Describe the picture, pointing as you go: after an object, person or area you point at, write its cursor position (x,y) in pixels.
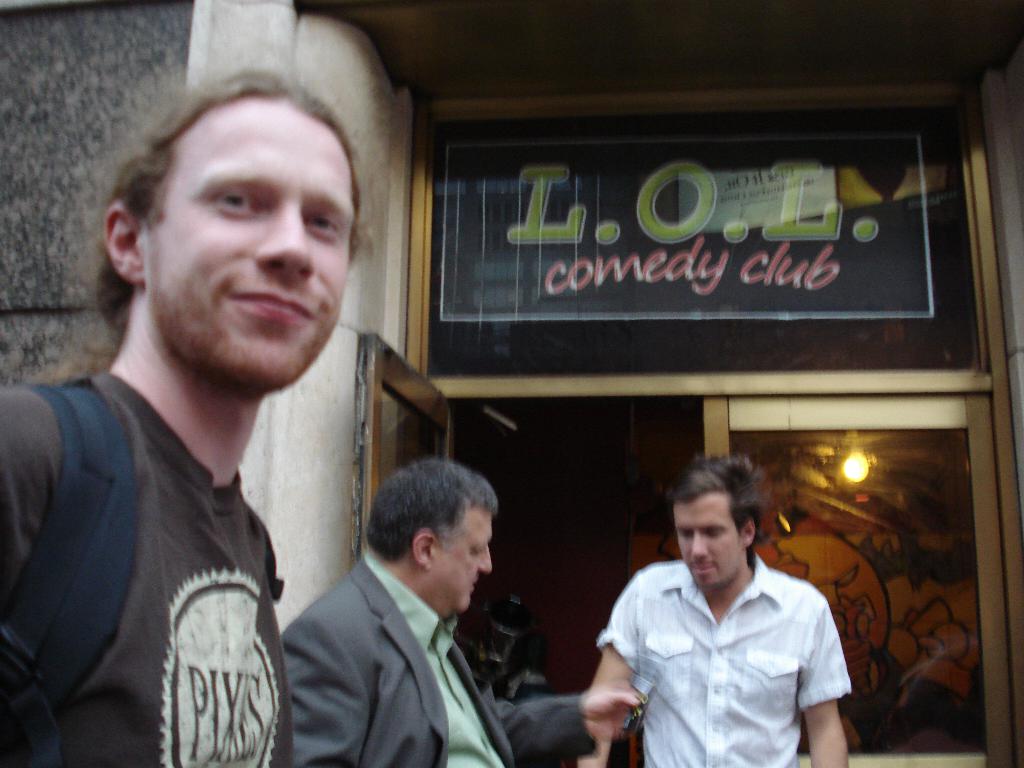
In this picture on the left side (218,550), we can also see man (214,526) wearing a backpack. In the middle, we can also see two men (692,651). In the background (431,404), we can see a glass door (836,478) and a wall (407,208).
